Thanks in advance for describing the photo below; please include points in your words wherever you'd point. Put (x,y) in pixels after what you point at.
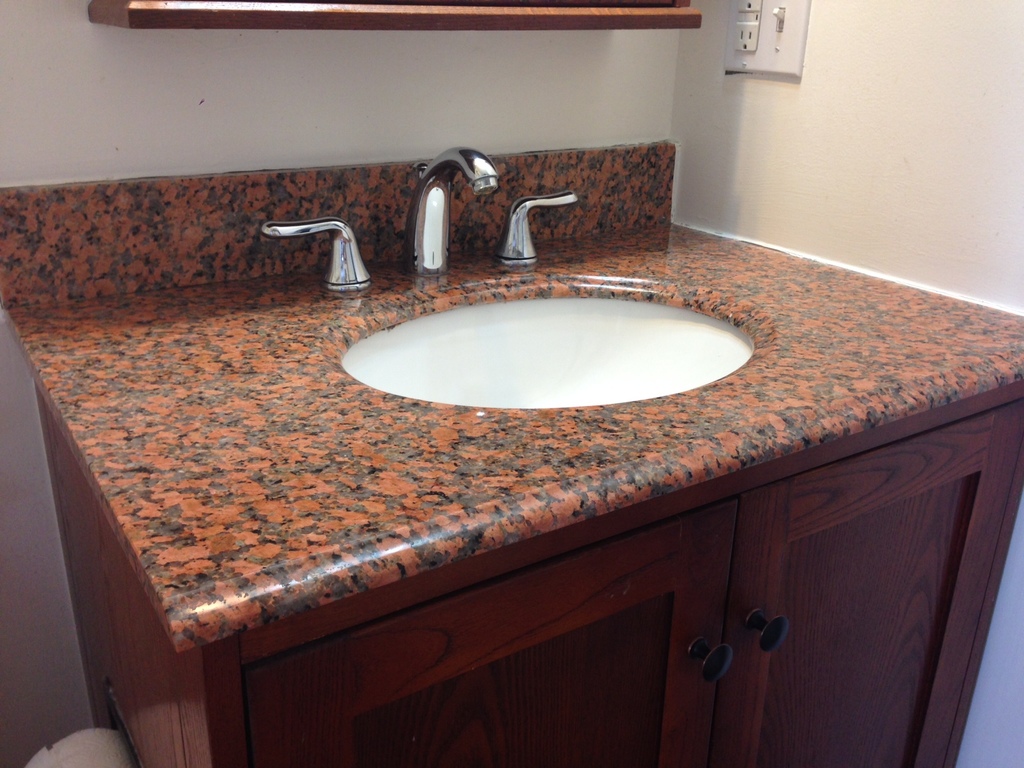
In this image I can see the brown colored cabinet (752,615), the sink (658,395), a tap (438,178), the wall (484,113) and a switch board (758,48) attached to the wall (47,560). I can see a brown colored object (124,14) to the top of the image (388,28).
